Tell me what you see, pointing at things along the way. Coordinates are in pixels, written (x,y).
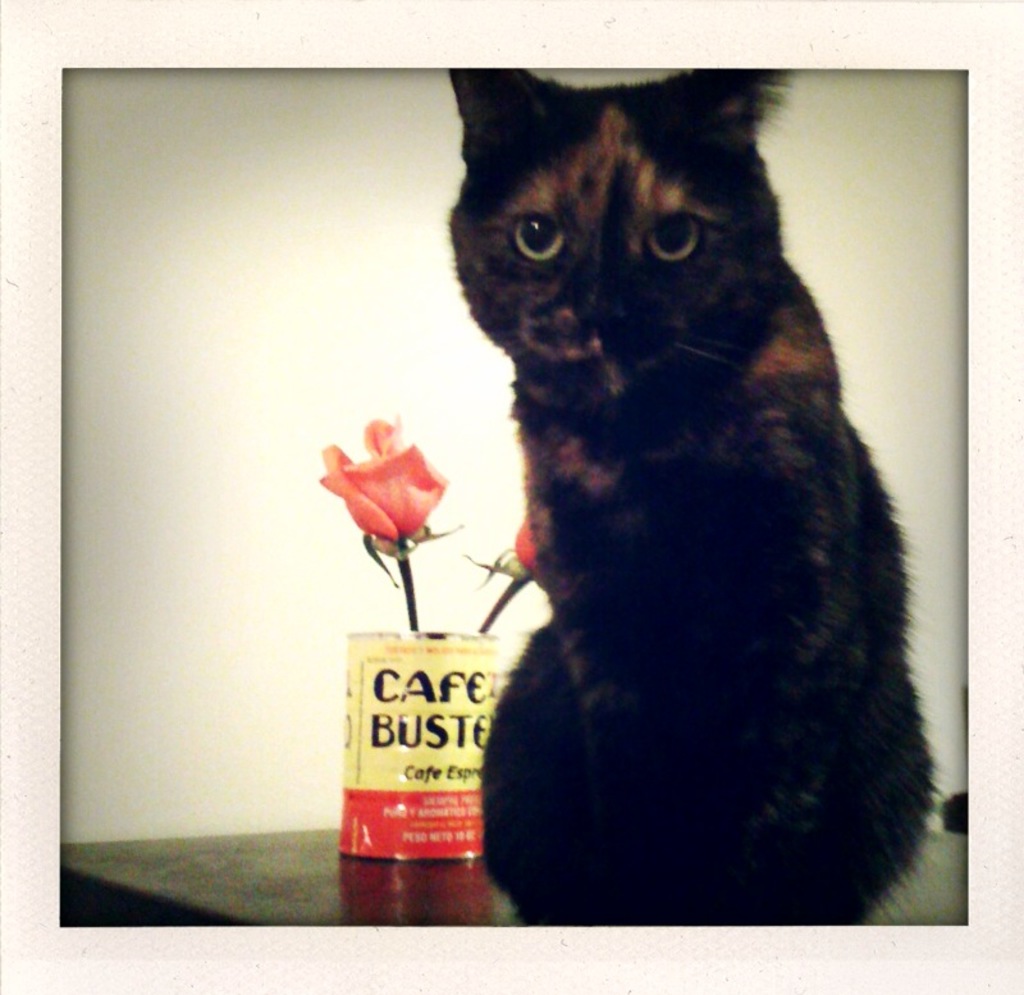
In this image we can see a cat (618,680) on a table (423,903). We can also see some flowers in a container (435,664) which is placed beside it.
